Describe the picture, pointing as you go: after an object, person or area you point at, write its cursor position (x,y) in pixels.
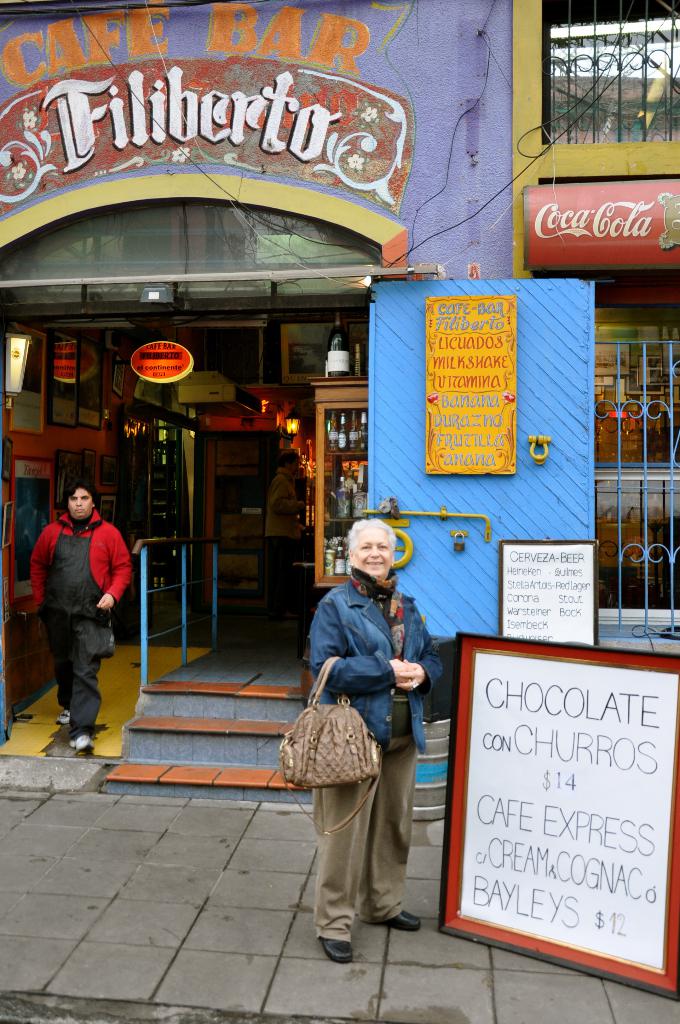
The picture is taken outside a cafe (490,583). In the foreground (561,592) on the footpath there are hoardings (532,617), a woman (354,826), staircase (194,725) and a man (100,664). In the background (207,526) there is a building (226,549) there are frames (75,400), closet (333,459), railing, boards (178,356), lamp (20,359) and other objects (221,376). On the right (611,343) there is a window (583,107) and refrigerator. On the top left (128,62) there is a hoarding (246,113).
